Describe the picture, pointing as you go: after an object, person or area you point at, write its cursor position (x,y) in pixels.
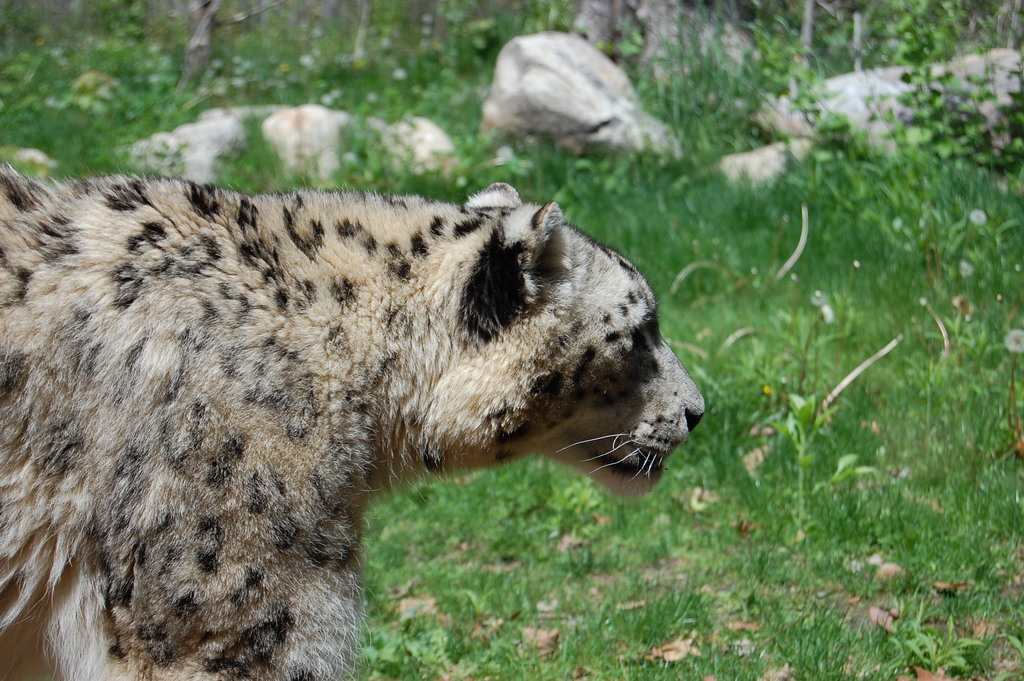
In this picture we can see a snow leopard (483,424) in the front (450,419), in the background (871,191) there is grass (758,312) and some plants (805,407), we can also see rocks (528,127) in the background (589,123).
